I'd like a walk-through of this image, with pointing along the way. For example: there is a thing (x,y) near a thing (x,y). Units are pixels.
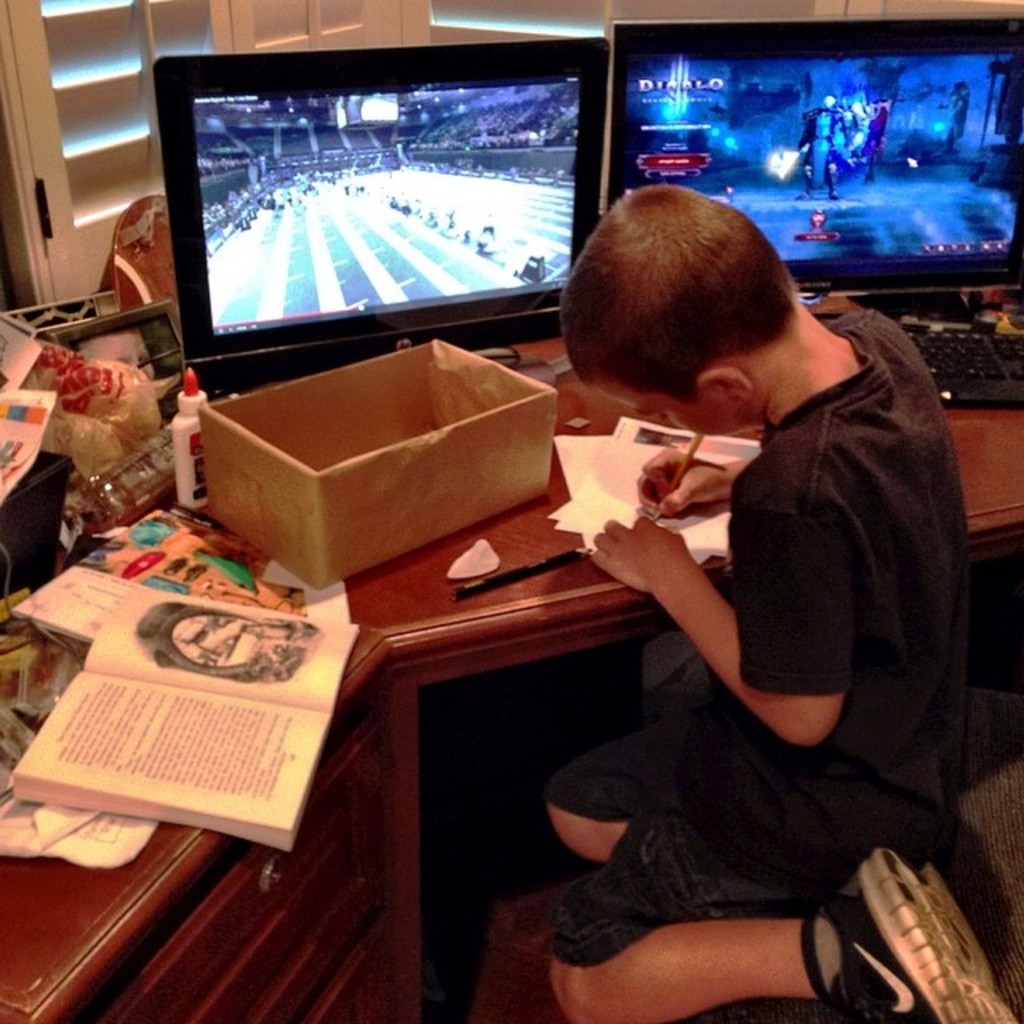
This is a picture taken in a room (575,511), there is a boy (768,795) is sitting on a chair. In front of the boy (793,580) there is a table (440,610) on the table (424,612) there is a box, book (196,650), glue (193,482), paper (617,455), pencil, keyboard (970,358) and a monitors (474,153). Background of this monitors (262,237) there is a window (75,100).
